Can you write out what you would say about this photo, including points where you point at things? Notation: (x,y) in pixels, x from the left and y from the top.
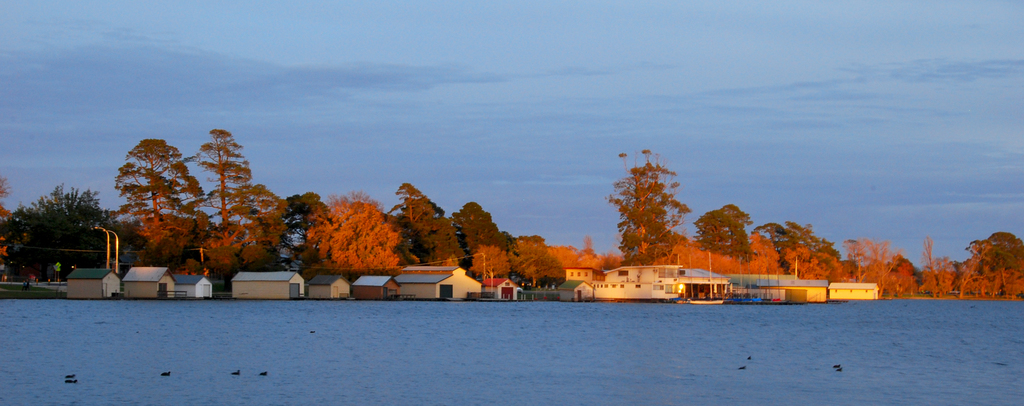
In this image we can see some houses (492,286), there are trees (179,273), poles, there are a few persons (25,285), also we can see the sky (657,116), and some birds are in the lake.
